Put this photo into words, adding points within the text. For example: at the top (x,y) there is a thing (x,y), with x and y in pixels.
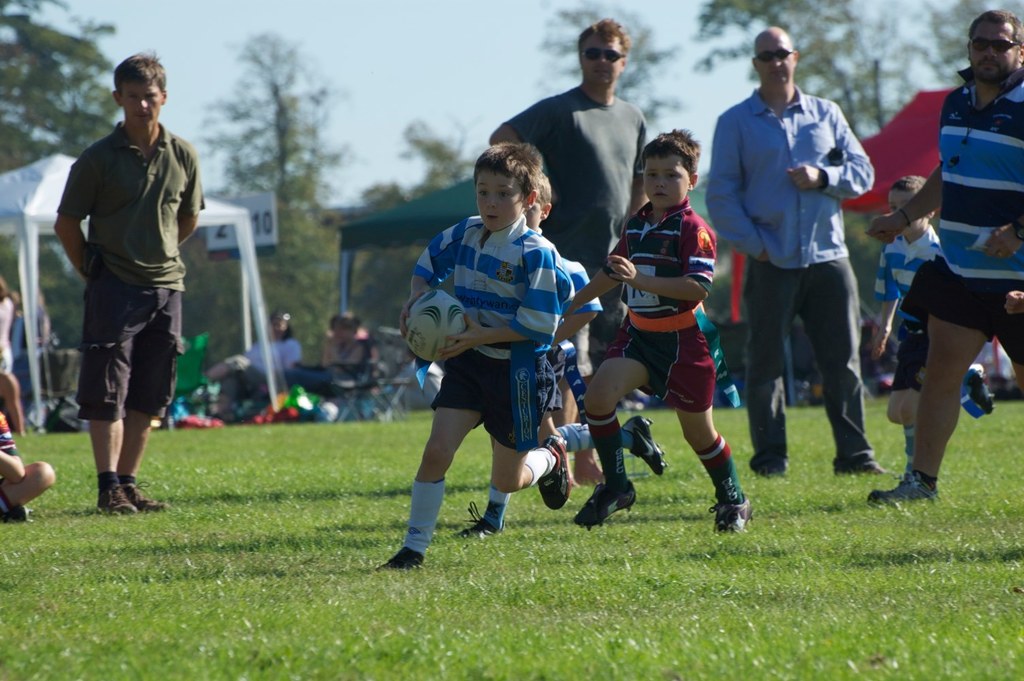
In this image we can see boy (496,240) is running on the ground (399,479) and holding a rugby ball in his hands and behind there are few boys (629,283) running and few men (815,227) are standing on the ground (368,624). On the left side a kid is sitting on the ground (595,609). In the background (288,347) we can see tents (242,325), few persons (282,318), objects (405,403), board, trees (231,273) and sky (478,33).
